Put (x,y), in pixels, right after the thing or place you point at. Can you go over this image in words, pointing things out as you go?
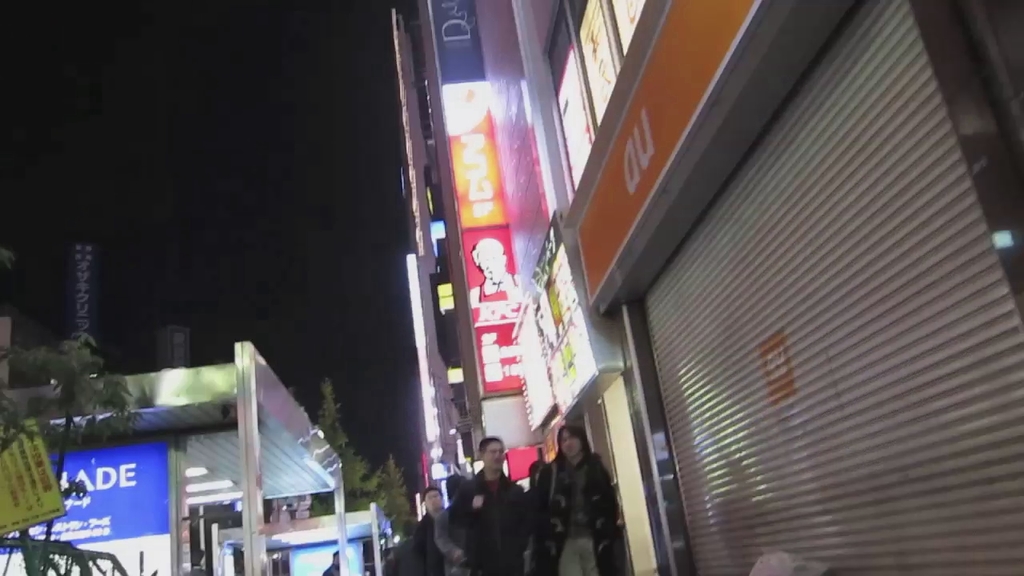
In this image we can see few persons (426,498). Beside the persons (514,513) we can see few buildings (680,173) and on the buildings (512,201) we can see few hoardings (516,365). In the background (79,385), we can see few trees (92,383).
